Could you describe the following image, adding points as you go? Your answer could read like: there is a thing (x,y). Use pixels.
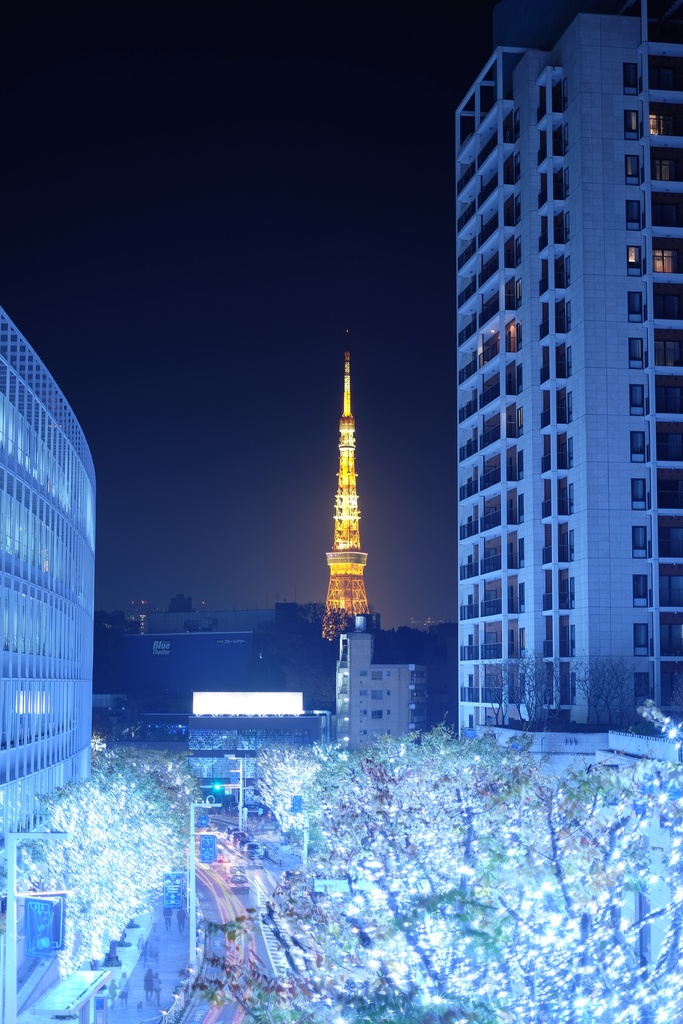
In this image I can see few trees (312,809), number of buildings (43,609) and I can see lights (73,835) on trees (259,789) as decoration. I can also see people (182,915) are standing over there.
